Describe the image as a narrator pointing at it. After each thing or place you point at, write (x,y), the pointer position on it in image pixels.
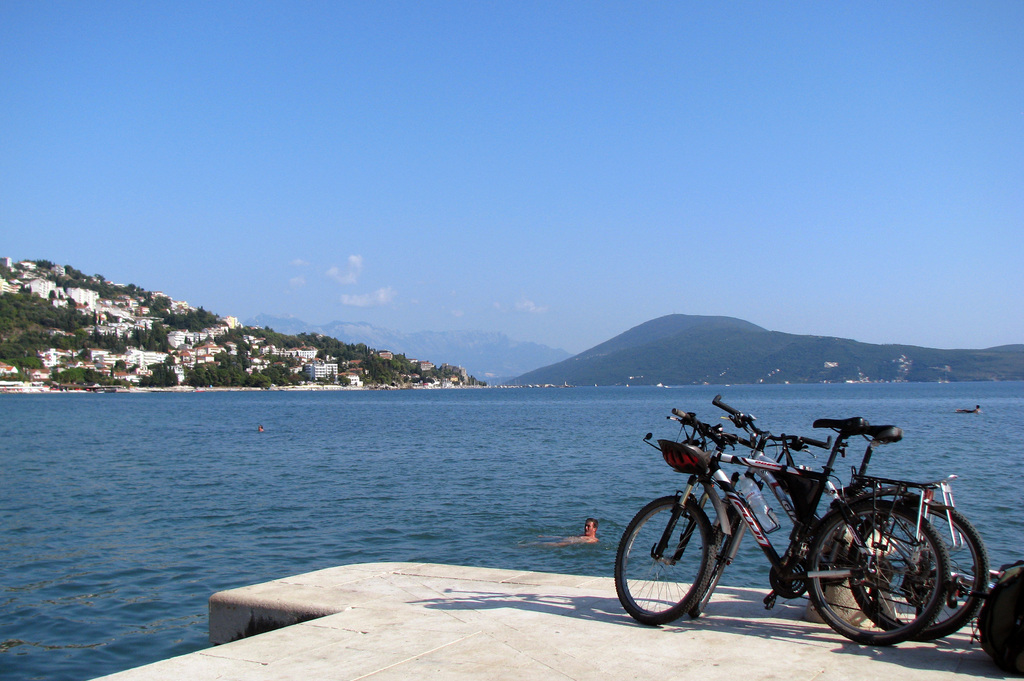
This picture is clicked outside. On the right (876,581) we can see the bicycles (808,536) are parked on the ground (804,619) and there are some items (853,611) placed on the ground (532,607). In the center (488,434) we can see a person (587,530) and some other items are in the water body (472,420). In the background (276,302) we can see the sky (474,268), hills (843,380), houses (351,379), and trees (282,374).
